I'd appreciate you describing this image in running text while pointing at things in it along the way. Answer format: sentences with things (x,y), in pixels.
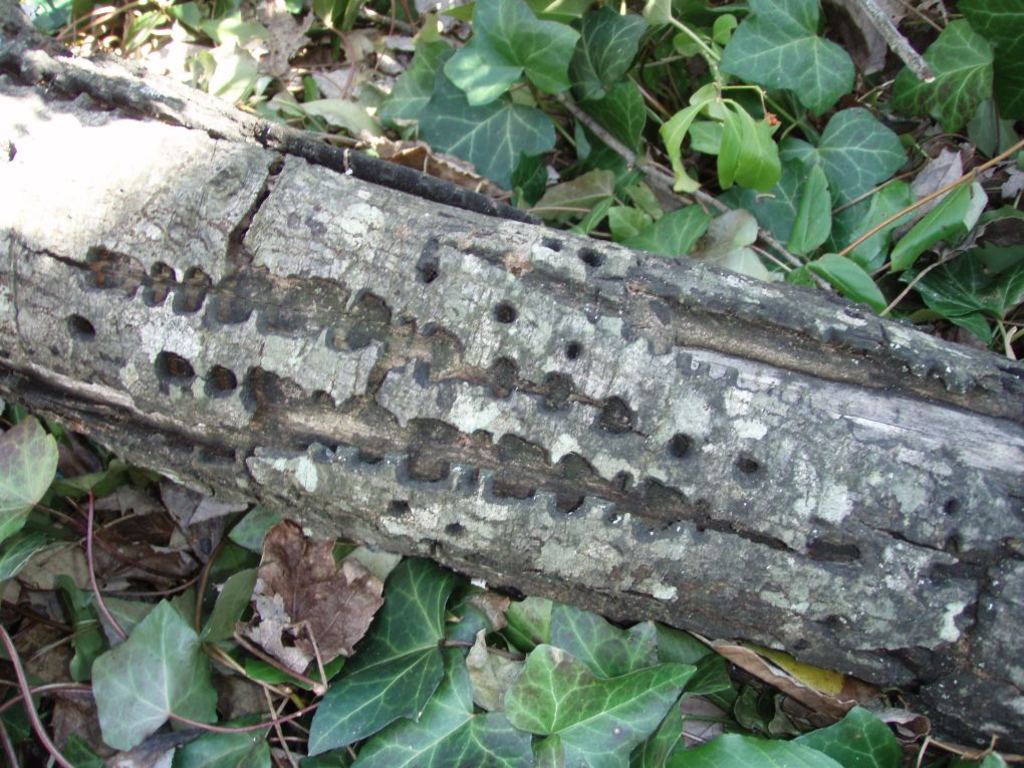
In the center of the image (432,431) we can see a log (305,501) and there are leaves (389,711).
